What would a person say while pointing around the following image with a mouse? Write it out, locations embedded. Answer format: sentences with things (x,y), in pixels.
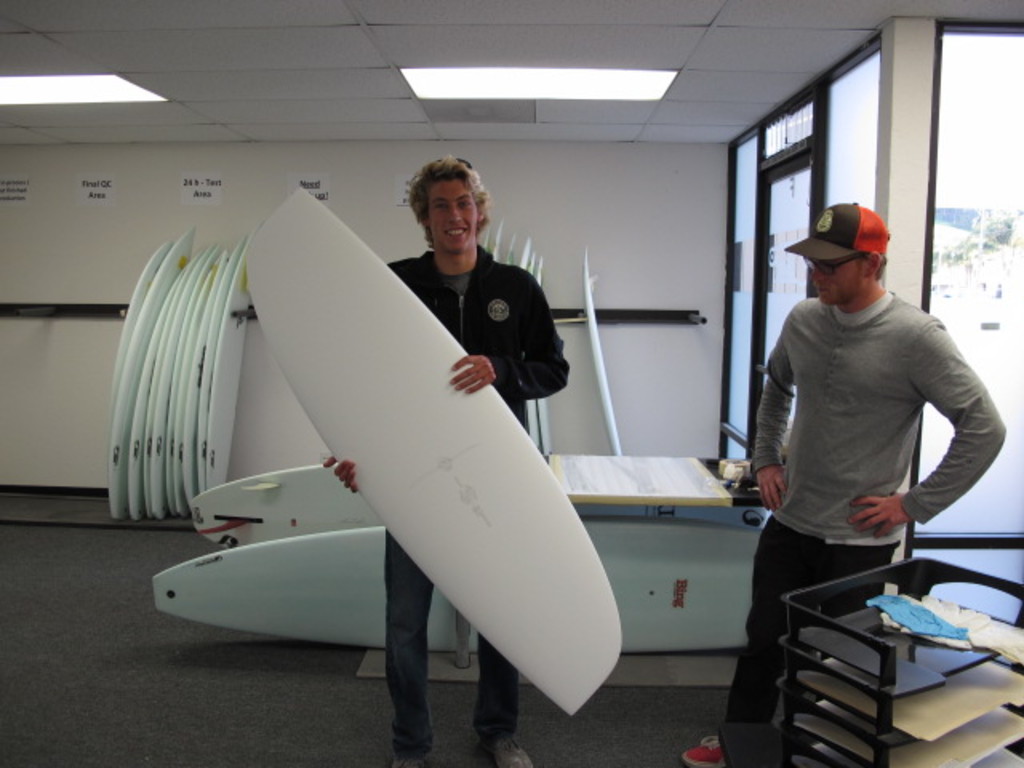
In this picture there are two men (512,324) standing. One of the guy (495,665) is holding a surfing board (416,377) in his hands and smiling. In the background (164,360) there are number of boards (155,401) leaning on the wall (167,221).
